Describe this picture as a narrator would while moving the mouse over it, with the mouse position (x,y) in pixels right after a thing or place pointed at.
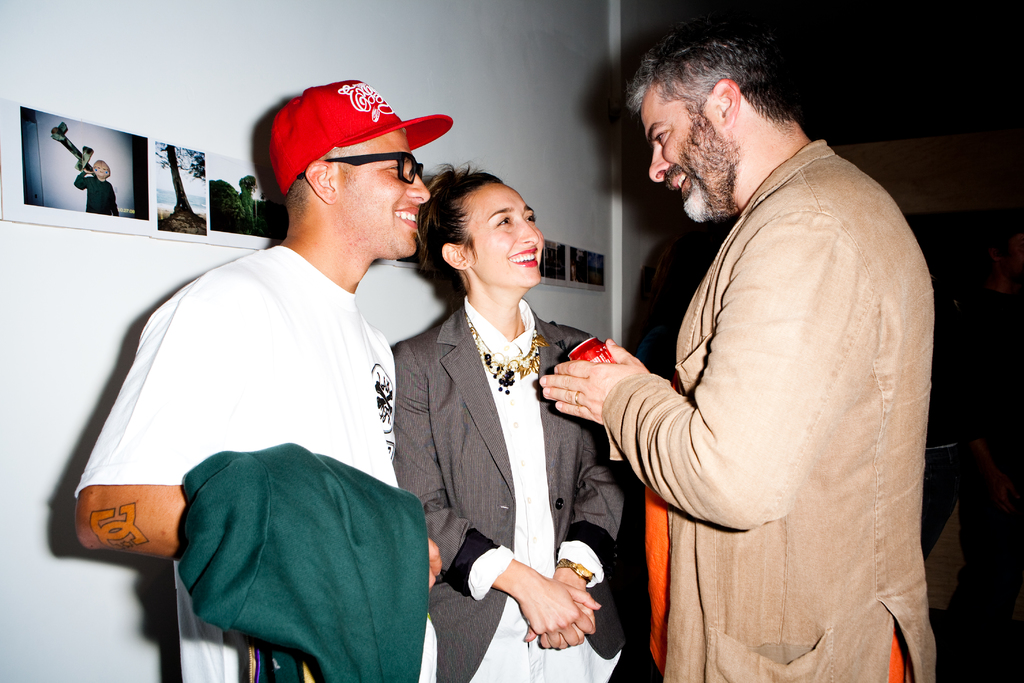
The picture consists of three people (610,544) where there are two men (763,428) and a woman (511,373), they are having smiley faces (483,210). On the left (101,184) it is a wall (115,166), on the wall (117,185) there are photographs (272,217). On the right (976,352) it is dark.
